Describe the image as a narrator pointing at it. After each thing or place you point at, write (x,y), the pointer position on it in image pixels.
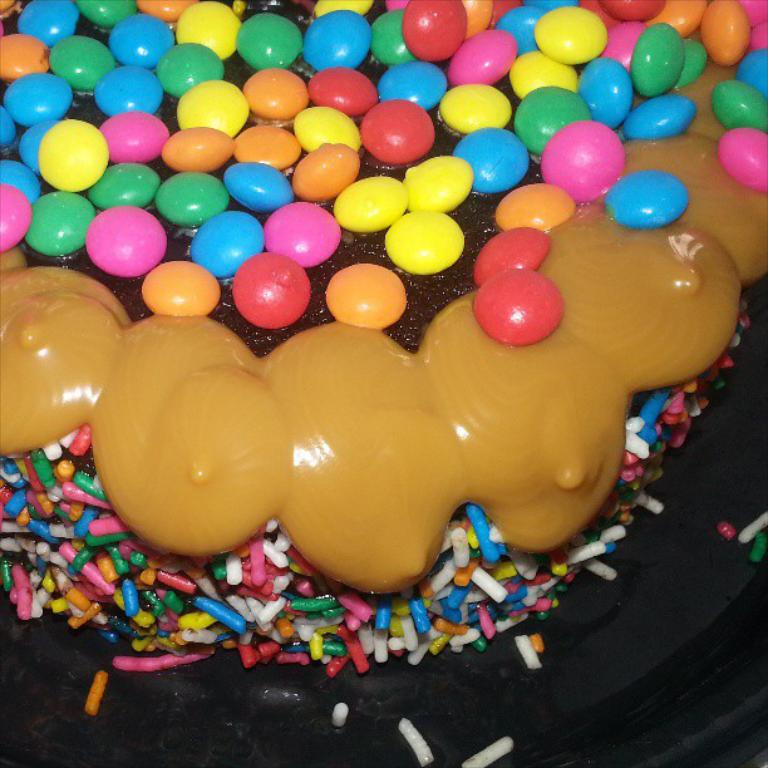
This looks like a cake (407,362). There are gems (3,219) at the top (401,221). There is cream (215,553) in the middle (376,504).
